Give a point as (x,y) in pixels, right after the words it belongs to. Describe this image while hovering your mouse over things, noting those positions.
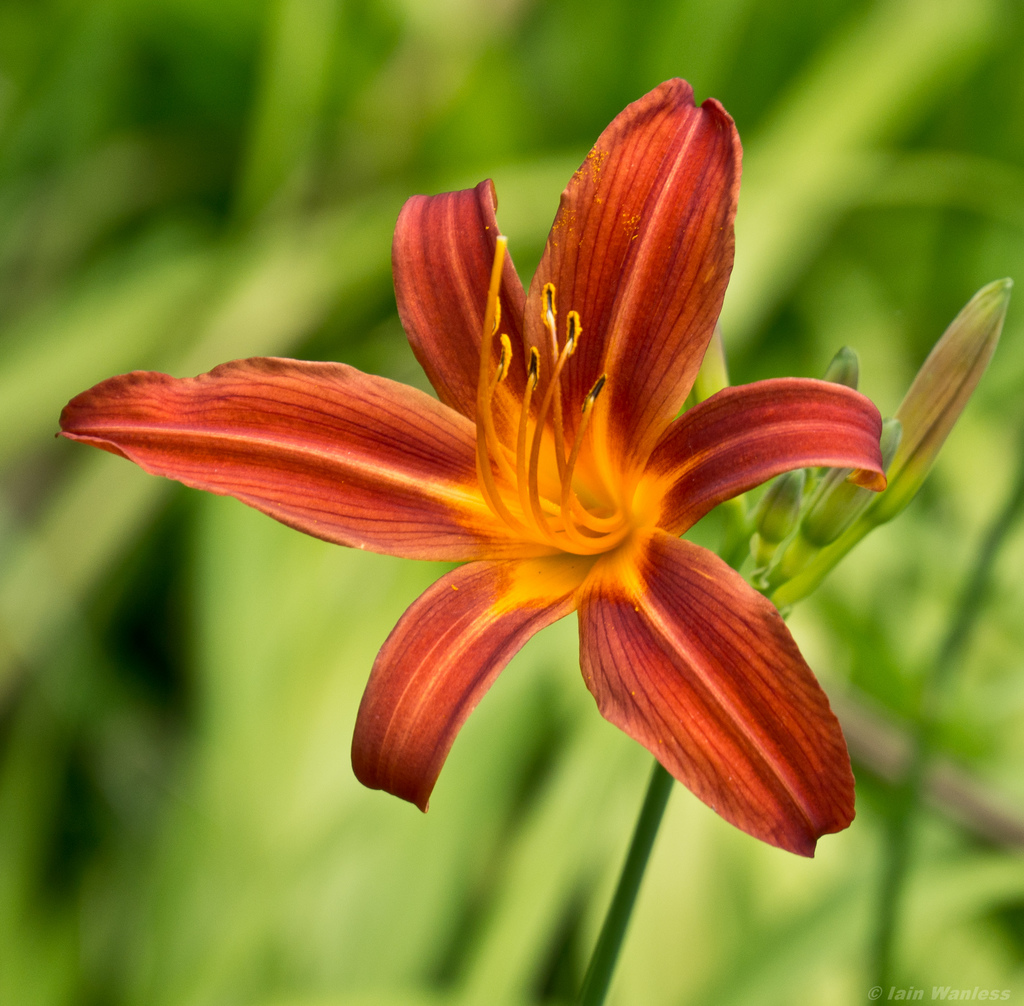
In this image at front (620,512) there is a plant (467,567) with the red flower (538,544) on it.
